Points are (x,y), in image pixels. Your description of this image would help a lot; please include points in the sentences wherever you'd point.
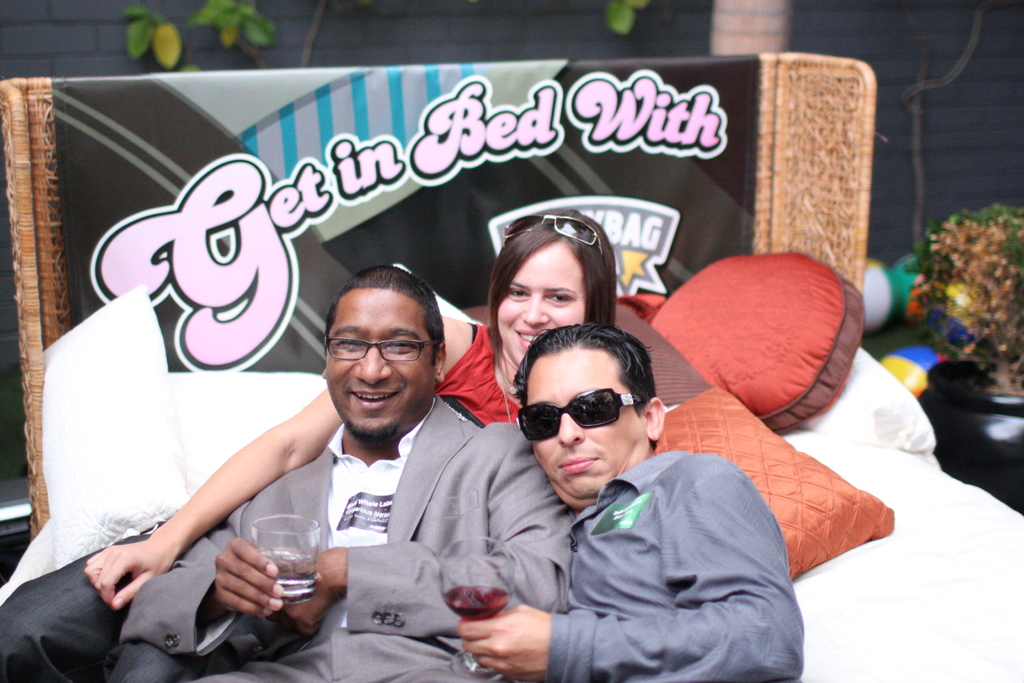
In the foreground of the picture (622,499) there are three people (496,370) on the bed (864,449) and there are pillows (130,407) on the bed (770,249). In the center of the picture (432,242) there is a banner (551,182). On the right (974,296) there are balls (871,291) and a flower vase (981,407). In the background (334,52) there are plants (994,326) and a wall (503,24).
